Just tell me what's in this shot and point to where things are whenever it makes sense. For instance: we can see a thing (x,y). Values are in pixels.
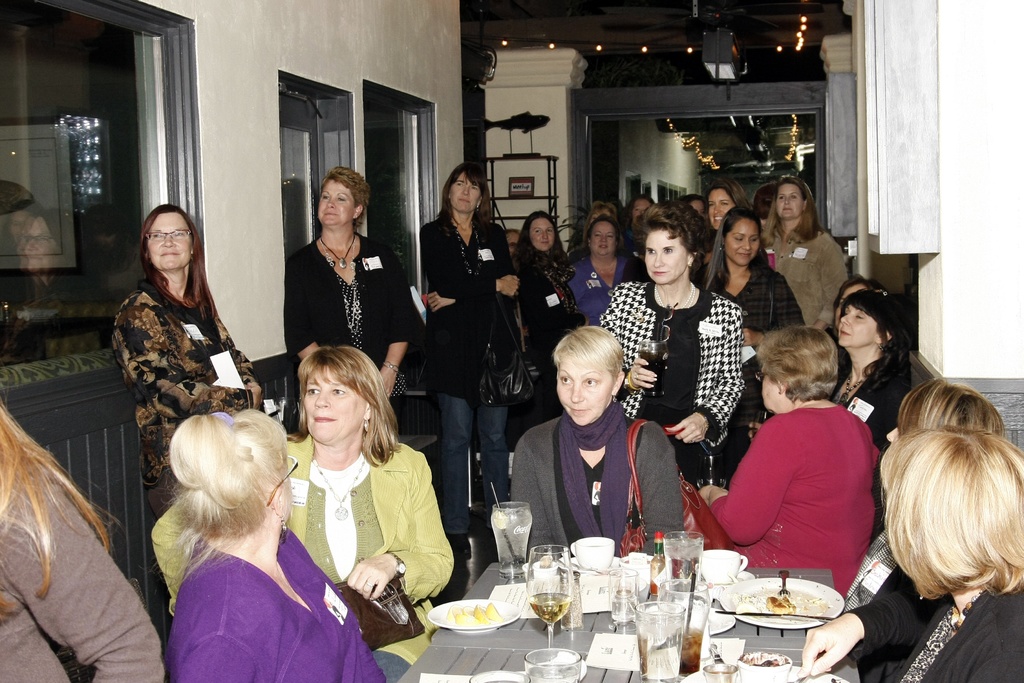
In the image there are a lot of people (436,232) who are women (524,234) some of them are standing and some of them are sitting the people (284,644) who are sitting in front of them there is a table (575,630) and upon the table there is some food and glasses (702,595) and cups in the background (223,199) there is a wall (948,268).
